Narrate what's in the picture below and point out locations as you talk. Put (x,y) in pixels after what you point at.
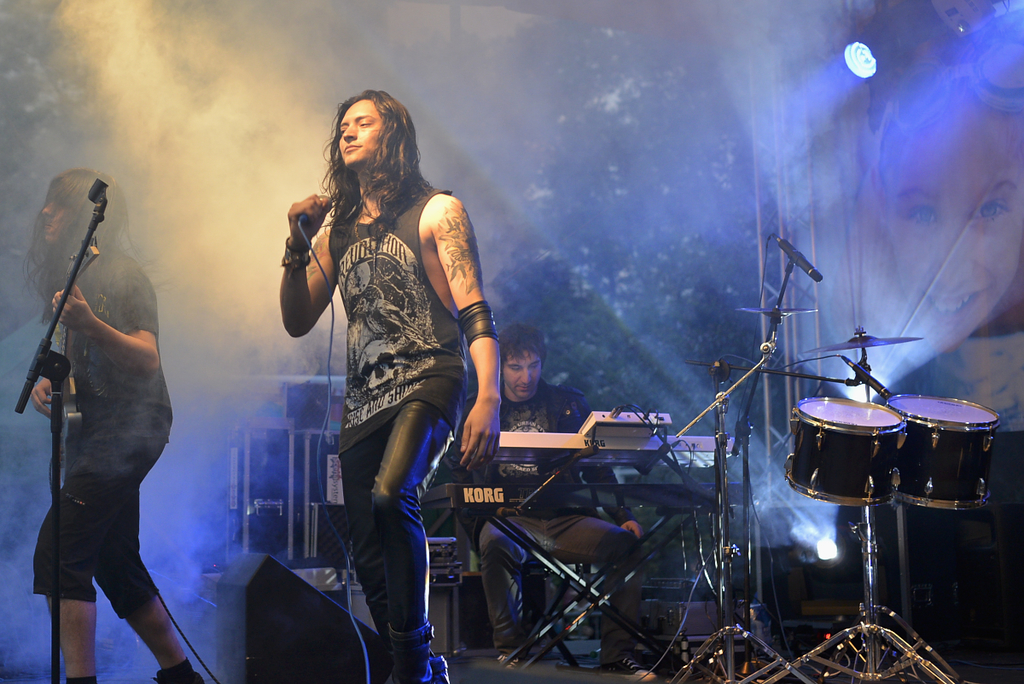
This picture is of inside. In the center (394,293) there is a man (388,263) wearing black color t-shirt (415,384), holding a microphone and standing. On the left (136,273) there is a person (131,354) wearing black color t-shirt (123,295), standing and seems to be playing a guitar (87,270). On the right (839,472) there are some musical instruments (856,344). In the background (865,49) we can see the focusing lights (855,71), wall (624,212) and a person (518,387) sitting on the chair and playing some musical instrument (609,443).
